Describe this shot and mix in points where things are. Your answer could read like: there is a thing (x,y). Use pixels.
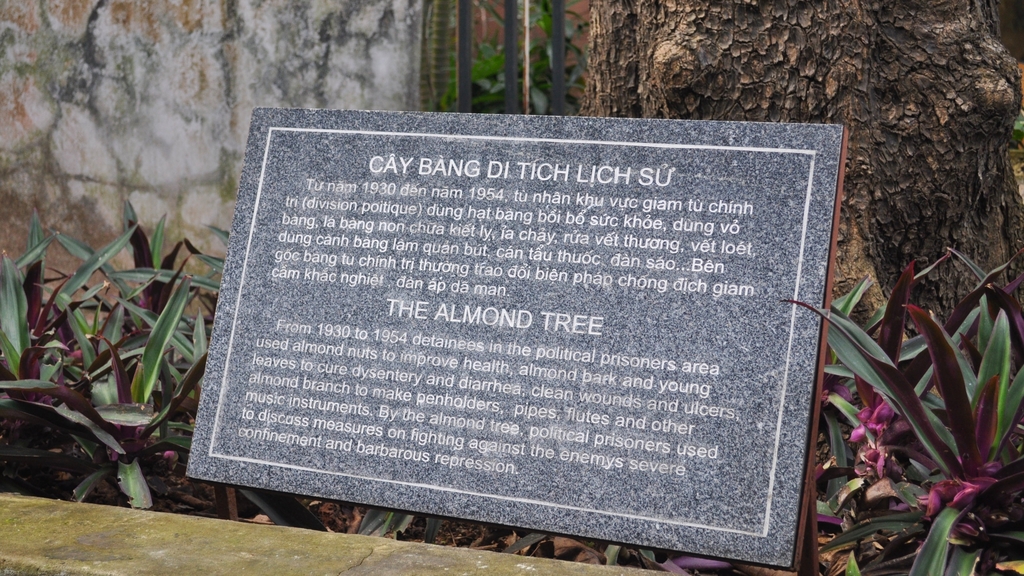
There is a commemorative plaque (379,231) on which, there are texts (384,368), near plants (1006,484) and tree (839,58). In front of them, there is wall (74,551). In the background (159,35), there is wall (413,37).
